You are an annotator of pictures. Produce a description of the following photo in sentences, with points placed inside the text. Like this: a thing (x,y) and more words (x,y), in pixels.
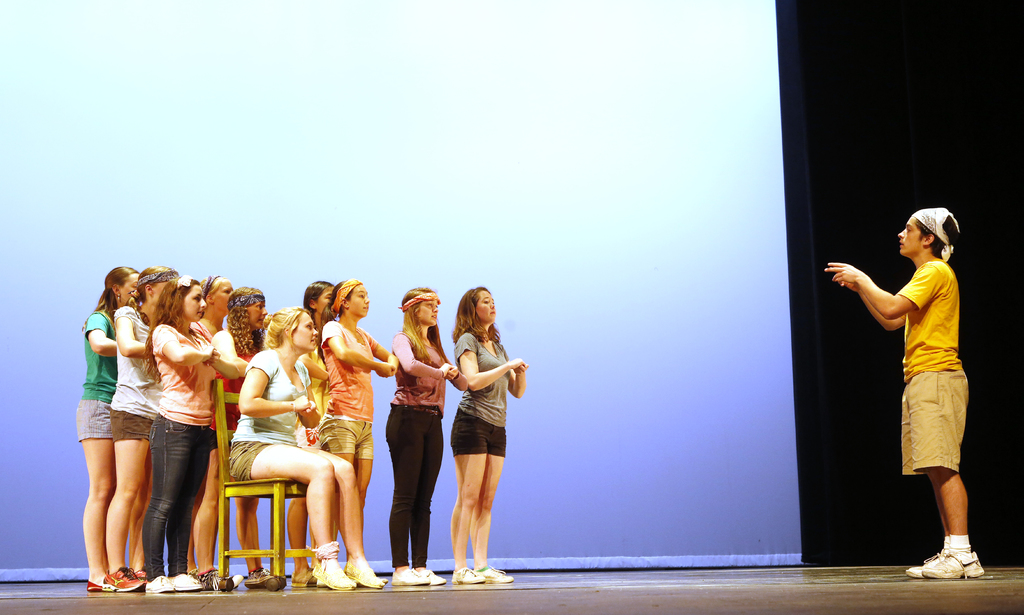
On the right side (921,336) a man (929,329) is standing, he wore yellow color and talking. On the left side (299,320) a woman (288,444) is sitting on the chair (255,492) and a group of beautiful girls (332,375) are standing on this stage (308,605).
